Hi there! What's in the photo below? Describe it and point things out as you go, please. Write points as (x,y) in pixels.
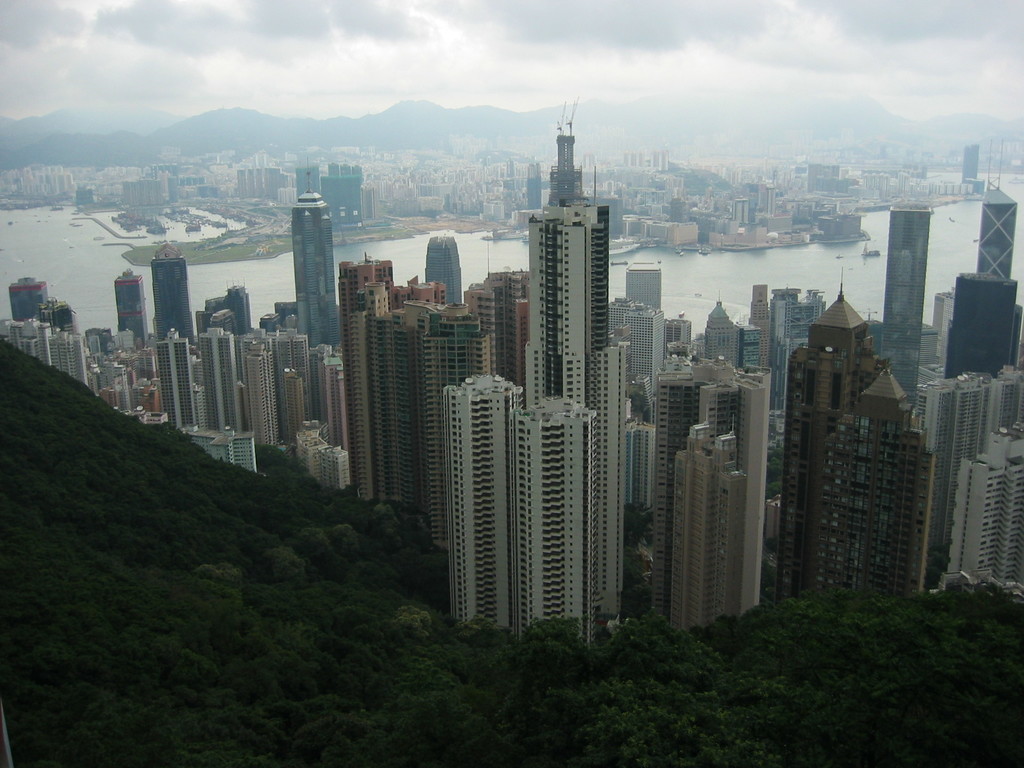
In the image in the center (448,491) we can see buildings (813,357), trees (248,487), water (73,282), plants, boats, wall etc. In the background (749,52) we can see the sky (912,86), clouds (894,86) and hill (206,139).
